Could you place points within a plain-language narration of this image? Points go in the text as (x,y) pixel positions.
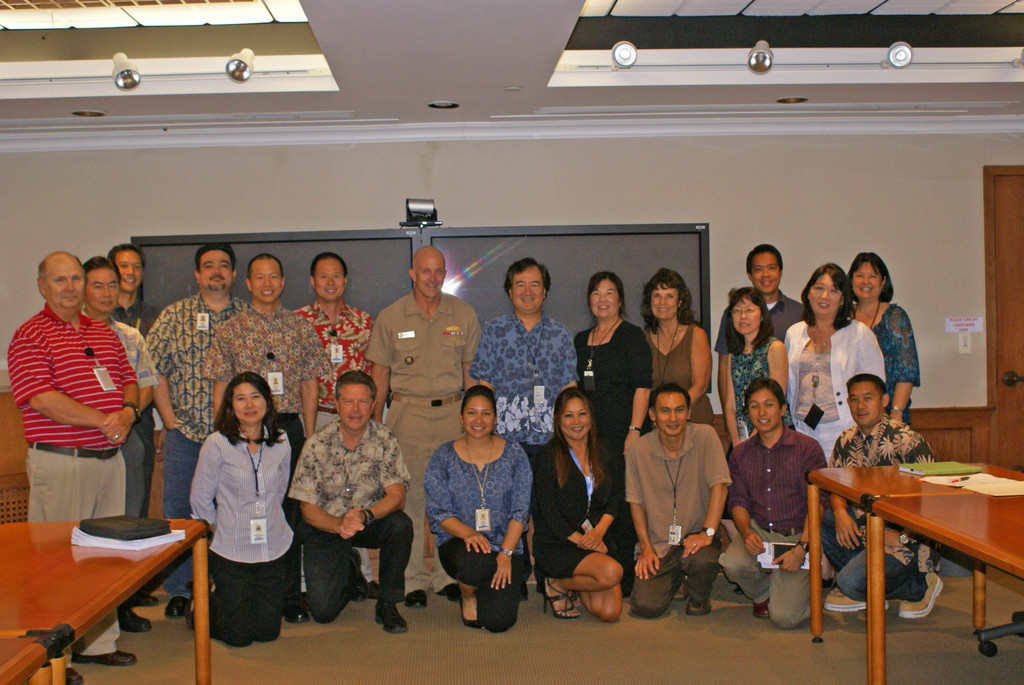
This is the picture inside room (52,202). There are group of people (718,493) in the image. There are books (95,543) on the table (65,569). At the back (638,253) there is a screen (618,255) and at the top (260,14) there are lights (124,65) and the right side of the image (1018,250) there is a door (1017,461).
